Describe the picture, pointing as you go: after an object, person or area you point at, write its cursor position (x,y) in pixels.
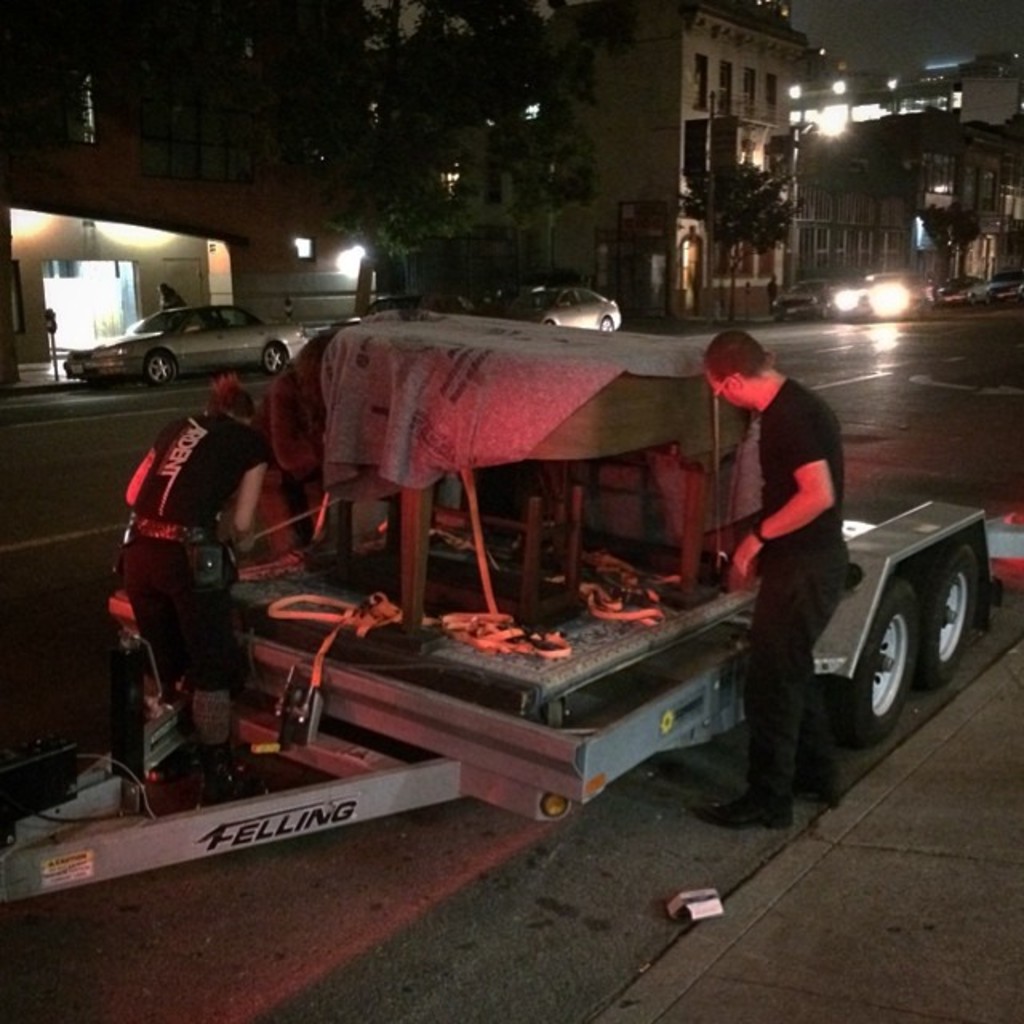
In this image we can see vehicles (271,333) on the road (371,825). In the foreground (778,607), we can see two people (766,559) are standing. They are wearing black color dresses (769,696). In the background (746,187), we can see trees (554,158) and buildings (648,246). There is a pavement (937,893) in the right bottom of the image (955,929). We can see the sky (907,20) in the right top of the image (833,23).
